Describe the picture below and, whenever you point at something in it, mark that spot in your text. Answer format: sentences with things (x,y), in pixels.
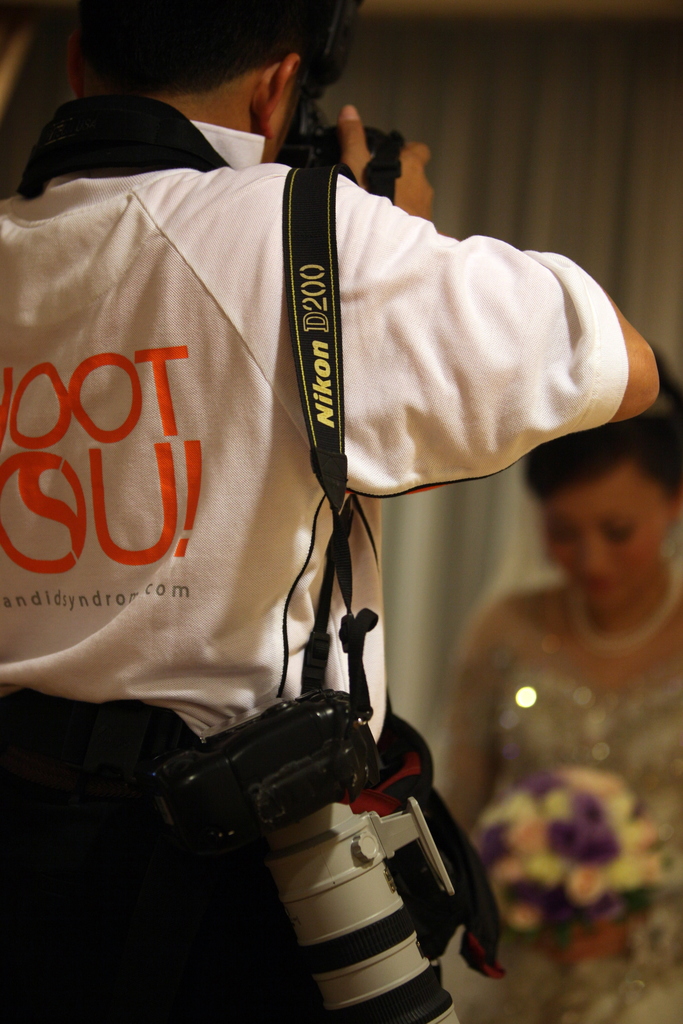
In this image we can see a man (171,448) is standing and taking photograph. He is wearing white color t-shirt (124,457) and black pant (102,936) and carrying one camera (361,865). In front of him one girl (581,737) is standing by holding flower bouquet (552,876) in her hand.
